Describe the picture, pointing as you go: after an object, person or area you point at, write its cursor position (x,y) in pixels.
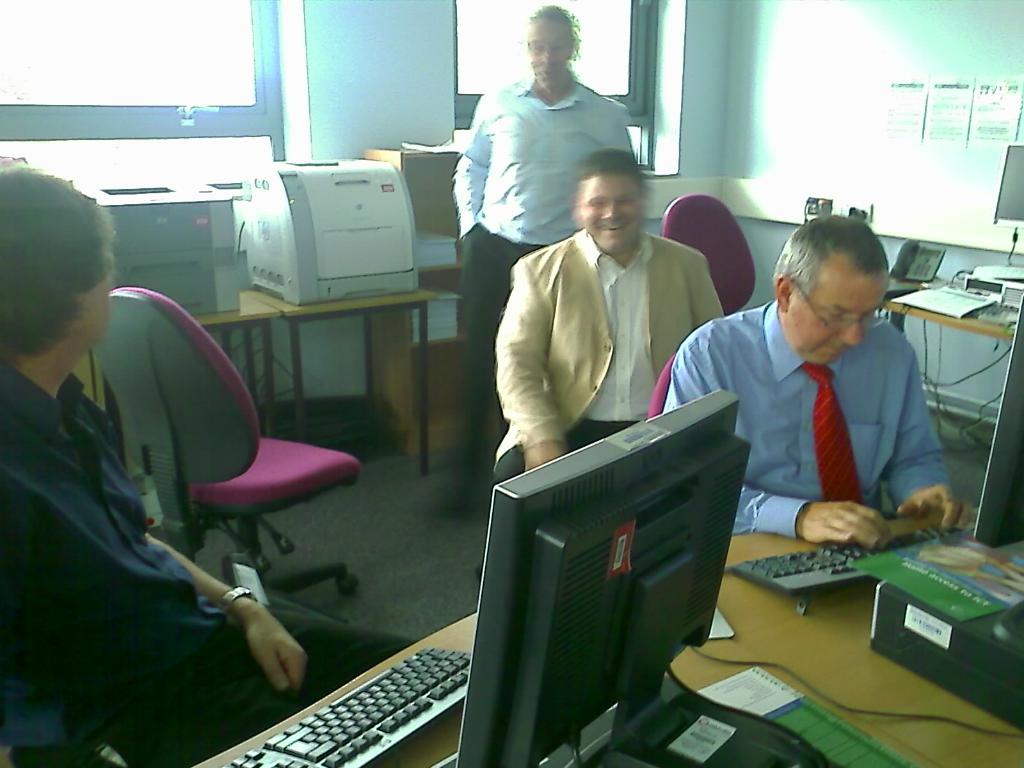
As we can see in the picture that three men (607,160) sitting and one man (574,167) is standing. These are the chair (208,447), table (853,674), system (598,631).
